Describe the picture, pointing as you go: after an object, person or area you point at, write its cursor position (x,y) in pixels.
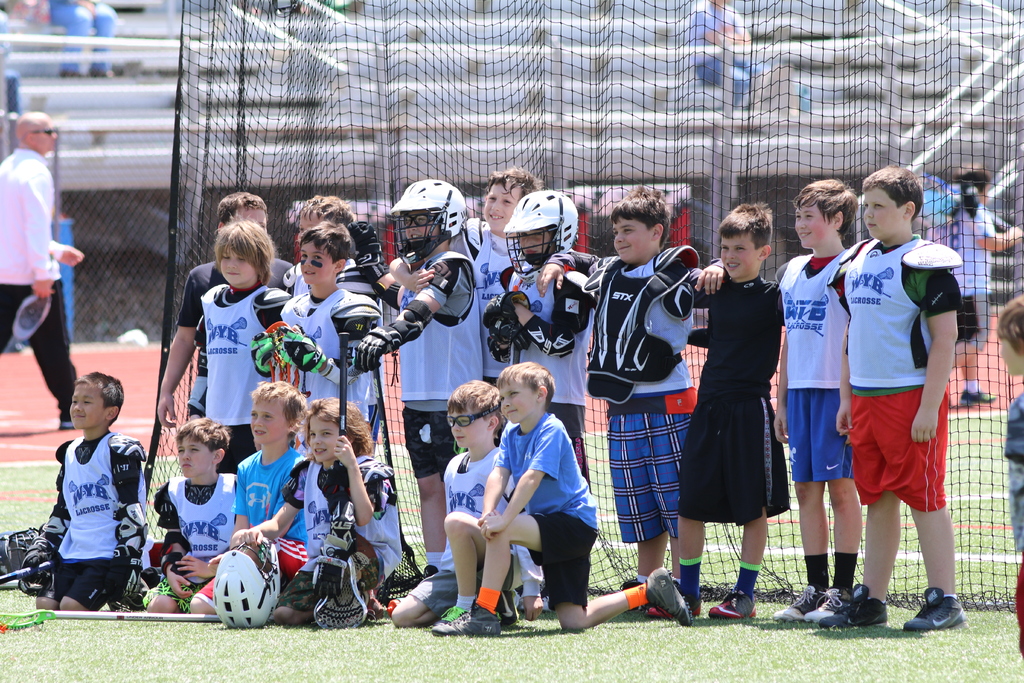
In front of the image there are a few people (119,402) sitting and there are a few people (554,290) standing on the grass (607,665). Beside them there are some objects (209,619). Behind them there is a net (495,99) and there are some other objects (539,133). There are a few people (88,5) sitting in the stands (89,75). On the left side of the image (21,150) there is a person (42,159) walking and he is holding some object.
